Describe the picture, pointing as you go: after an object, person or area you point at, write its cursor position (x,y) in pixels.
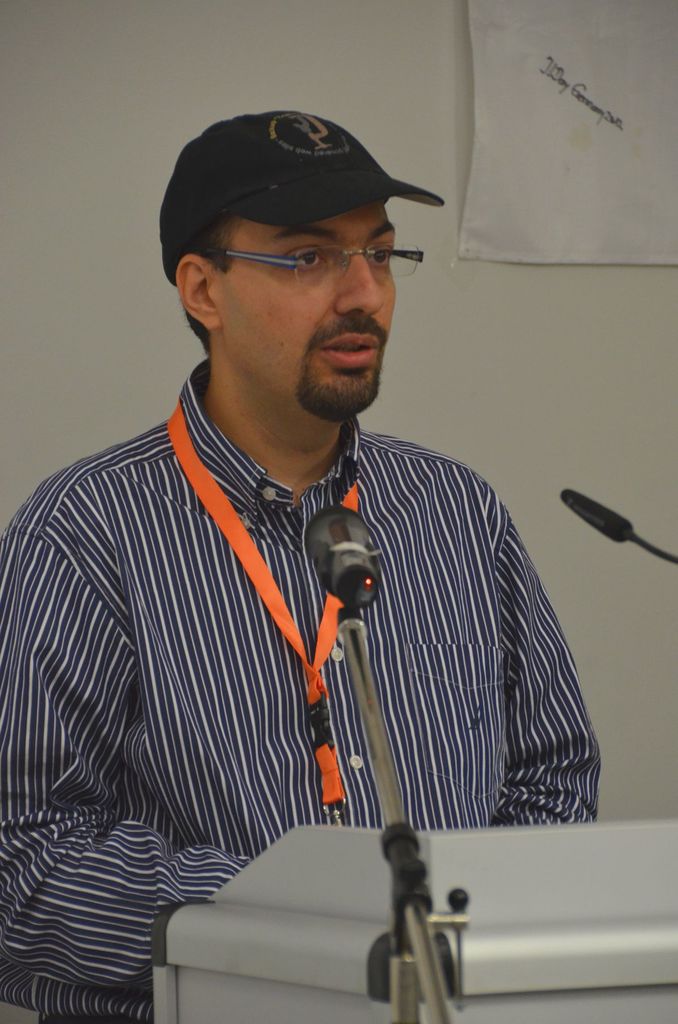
In this picture there is a man (376,821) standing and wore spectacle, cap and tag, in front of him we can see microphone (397,793) and podium (471,886). In the background of the image (517,319) we can see a banner (489,138) on the wall (333,75).
